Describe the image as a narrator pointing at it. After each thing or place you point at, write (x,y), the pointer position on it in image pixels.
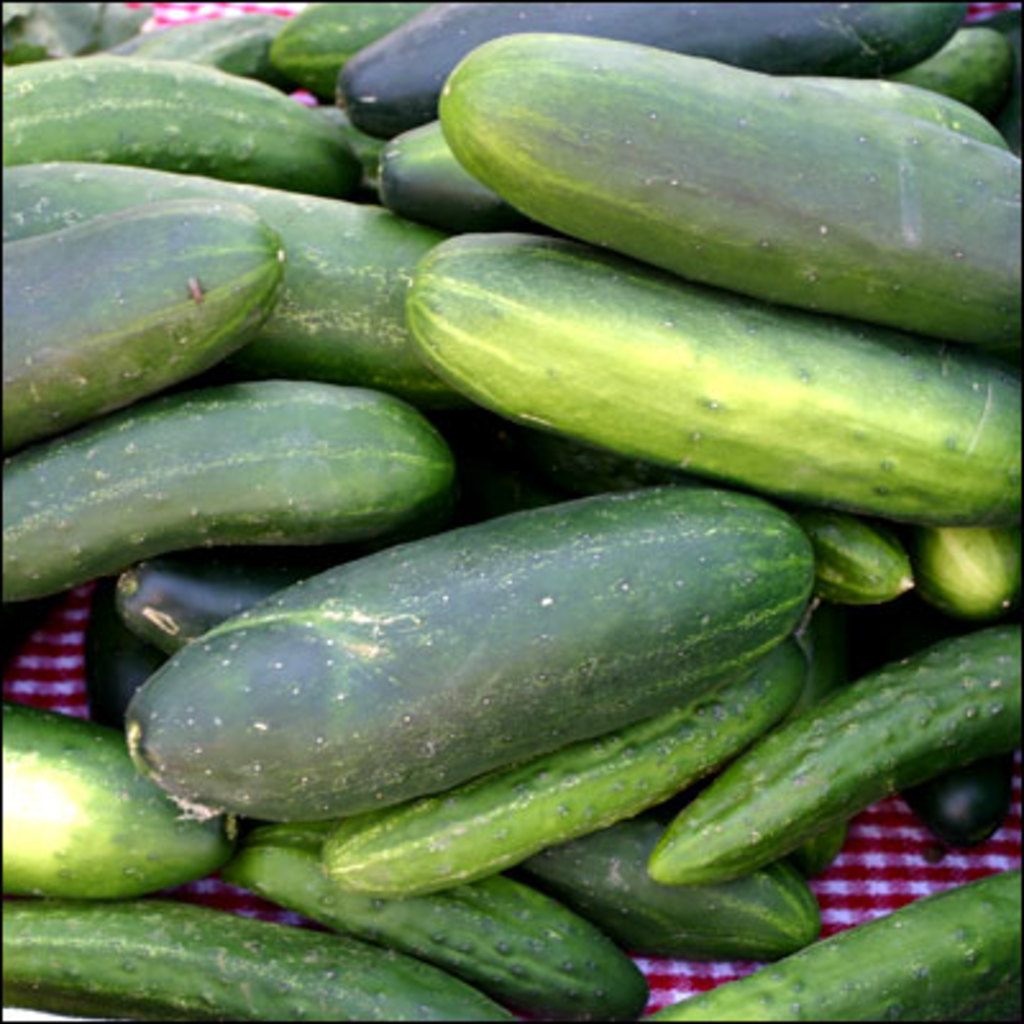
In this image we can see cucumbers (397,635). And there is a cloth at the bottom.
